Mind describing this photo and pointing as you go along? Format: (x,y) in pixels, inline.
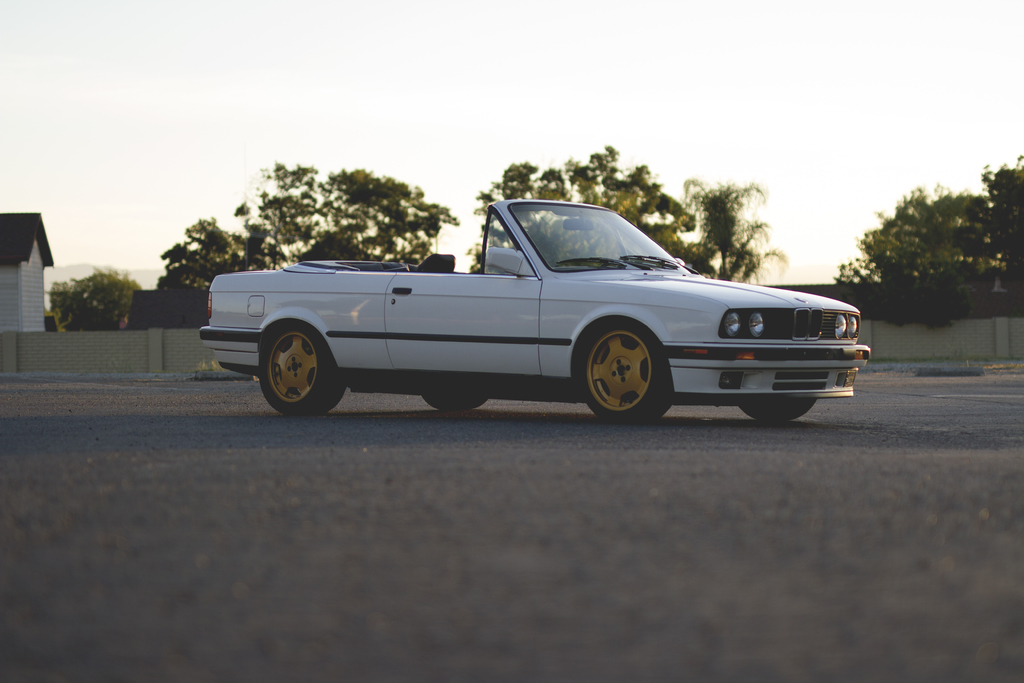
In this picture we can see a car (425,309) on the road (206,498). In the background of the image (111,371) we can see walls (184,355), trees (96,287), house (15,295) and sky (749,102).
